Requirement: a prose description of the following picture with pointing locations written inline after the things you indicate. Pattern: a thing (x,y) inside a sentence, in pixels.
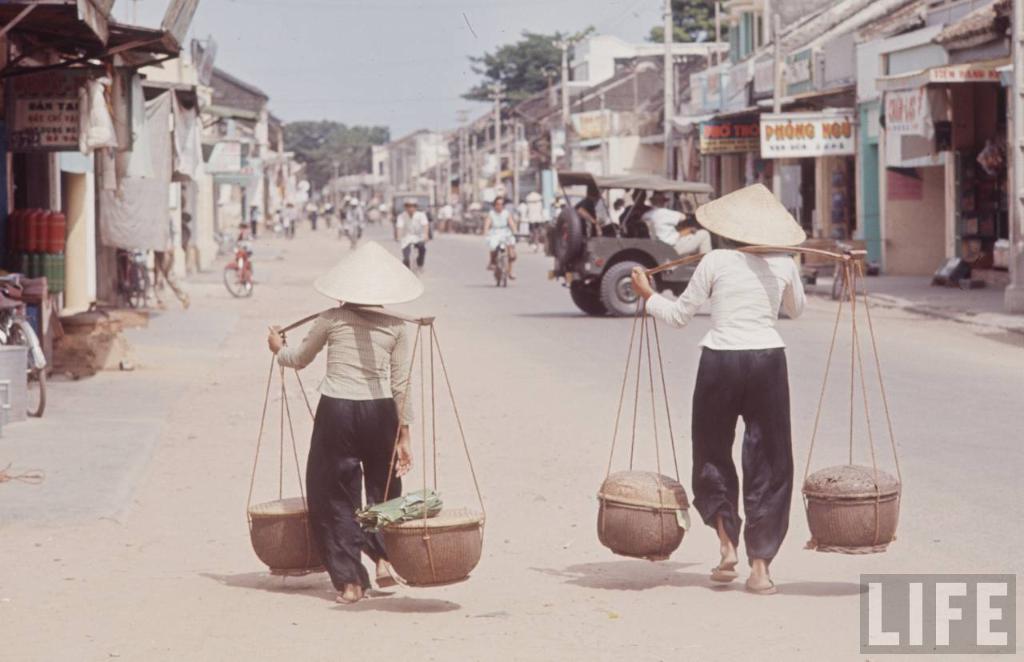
This image is clicked on the road (463,595). There are vehicles (562,231) moving on the road (551,291). In the foreground (382,426) there are two people (737,370) walking the road (795,338). They are wearing hats (362,267) and holding objects (855,491) in their hands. On the either sides of the road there are houses (486,131). There are boards (816,143) with text (829,133) on the walls (732,98) of the houses (740,88). In the background (359,130) there are trees (359,130). At the top (346,47) there is the sky (375,46). In the bottom right (916,622) there is text (912,640) on the image.
